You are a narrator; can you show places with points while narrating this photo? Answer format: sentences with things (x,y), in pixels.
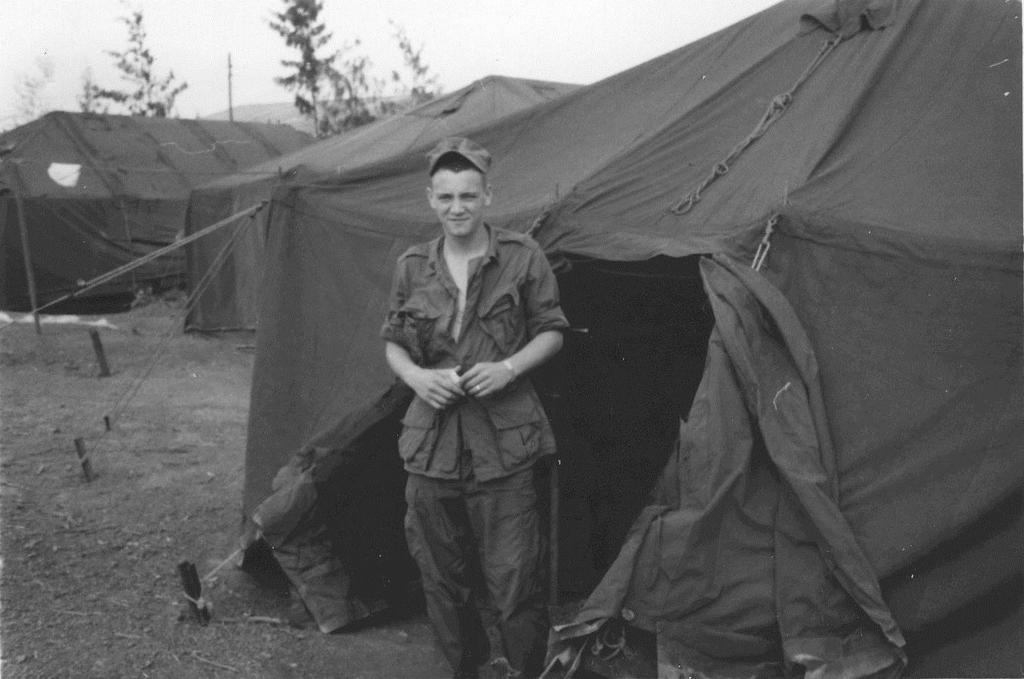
In this picture I can see few tents (380,126), trees (303,73) and I can see a human (437,348) standing, he is wearing a cap (479,159) and a cloudy sky (485,46).
